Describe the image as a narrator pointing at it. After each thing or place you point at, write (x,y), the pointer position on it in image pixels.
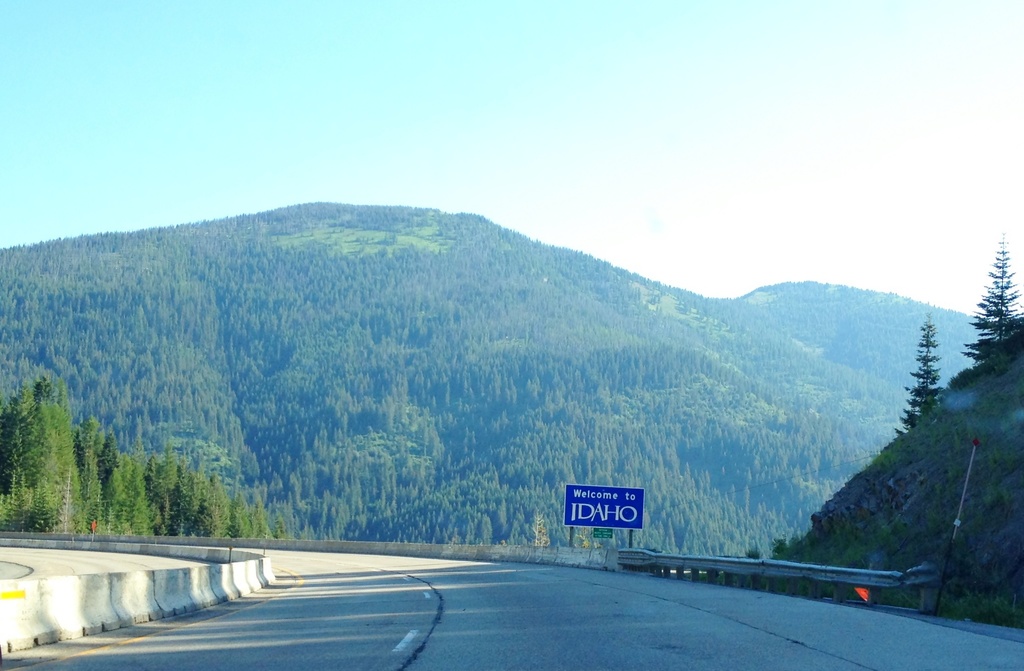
In this image there is the sky (687,106) towards the top of the image (551,86), there are mountains (561,377), there are trees (407,405) on the mountains (412,379), there is road (461,604) towards the bottom of the image (594,626), there is a board (625,510), there is text (602,491) on the board (610,501), there are plants (953,590) towards the right of the image (983,602), there are trees (994,308) towards the right of the image (1004,298).
